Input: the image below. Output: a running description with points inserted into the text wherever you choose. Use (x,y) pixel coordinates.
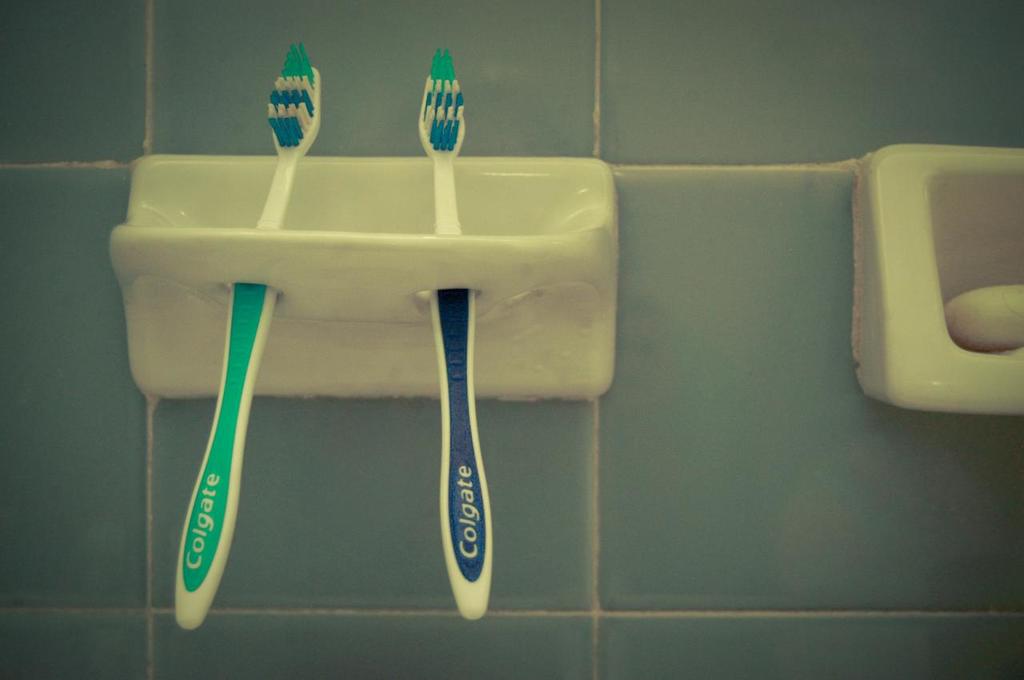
Here in this picture we can see a tooth brush stand (219,214) present on the wall (121,202) and in that we can see couple of toothbrushes (282,157) present and beside that we can see a soap stand (880,213) with a soap (955,321) present in it.
